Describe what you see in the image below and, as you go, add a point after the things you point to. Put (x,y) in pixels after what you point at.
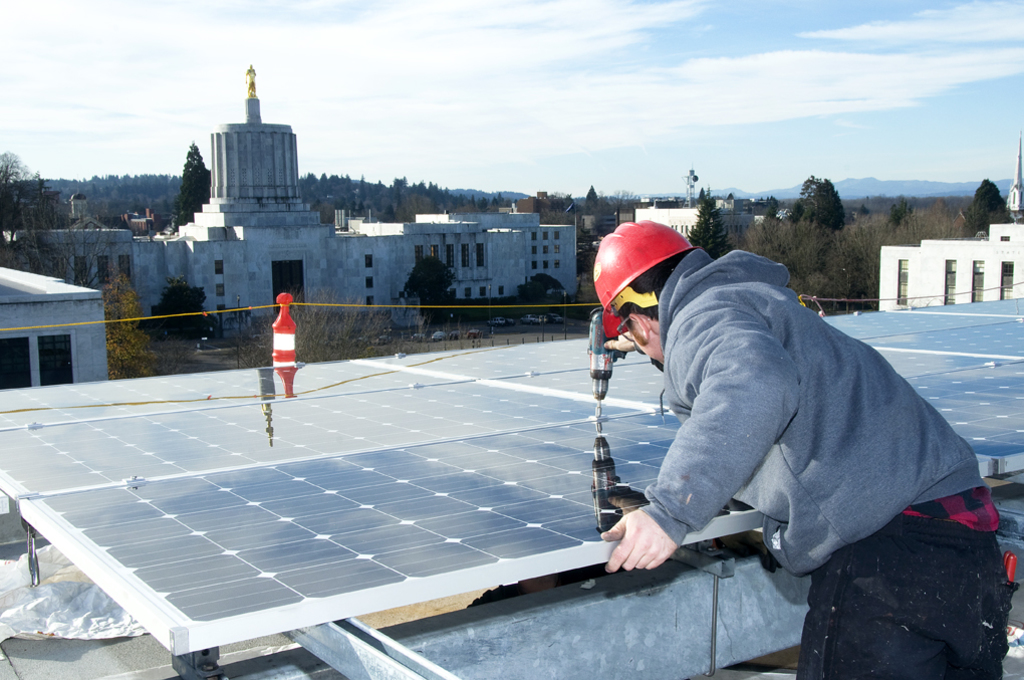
In the center of the image (369,373) we can see solar panels (340,404), rope (131,317). In the background of the image (448,284) we can see the buildings (290,149), trees (711,203), statue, tower (694,176), hills (971,182), fence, vehicles (444,334) and ground (503,332). In the bottom right corner (830,602) we can see a man (786,437) is wearing a jacket (684,276), helmet (638,265) and holding a drilling machine (607,372). At the top of the image (532,106) we can see the clouds (469,150) in the sky (896,131).
